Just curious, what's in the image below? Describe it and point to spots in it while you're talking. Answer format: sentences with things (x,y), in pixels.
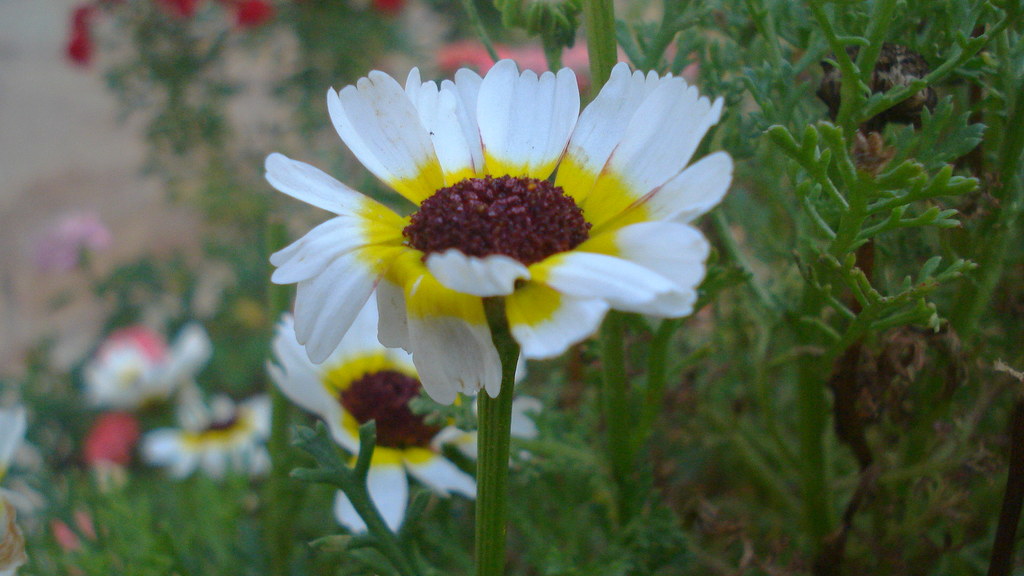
In the foreground of the picture (474,260) there is a flower (537,213). In the background (272,413) there are flowers (395,443) and plants (777,386).
